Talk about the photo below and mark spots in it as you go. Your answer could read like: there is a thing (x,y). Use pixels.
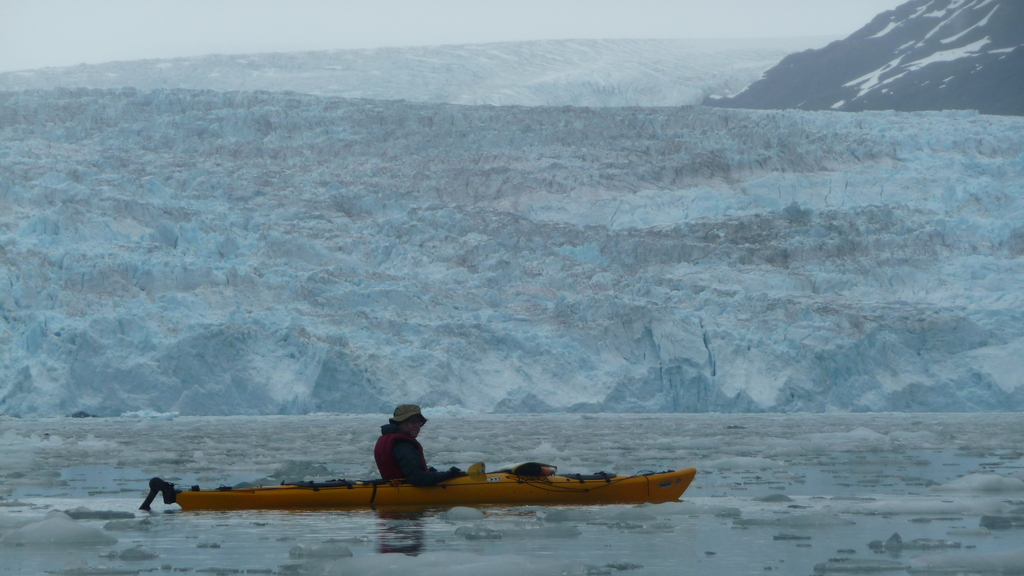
In this picture we can see a person (379,455) in a boat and this boat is on the water (778,478) and in the background (884,2) we can see mountains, sky (874,10).
